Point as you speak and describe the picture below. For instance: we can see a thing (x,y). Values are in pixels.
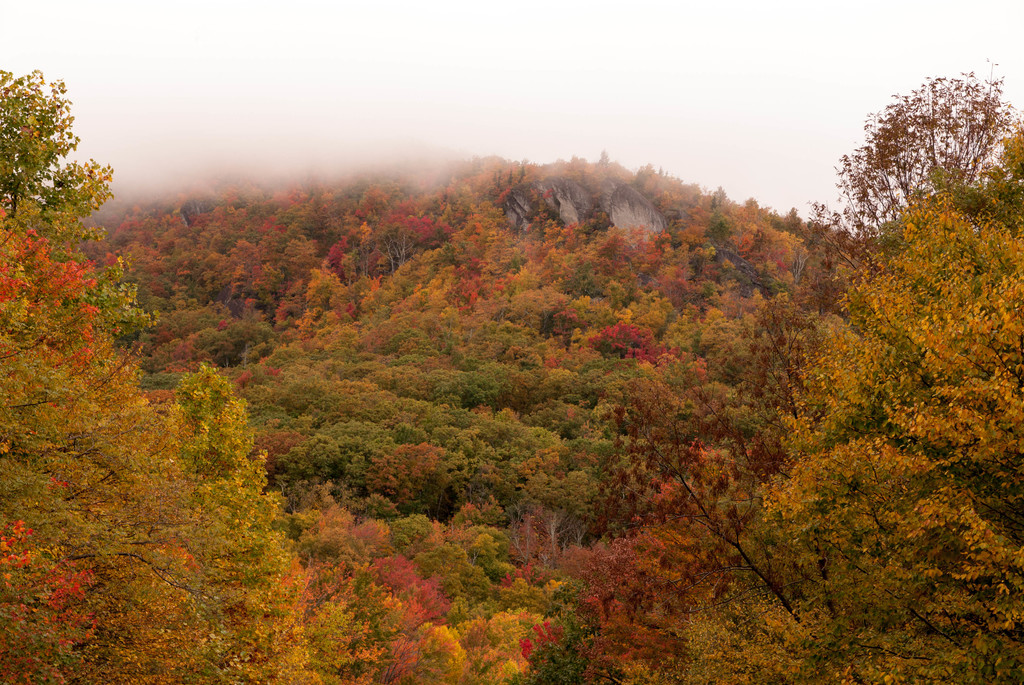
This image is taken outdoors. At the top of the image (384,134) there is the sky (721,151). In the middle of the image (501,249) there are many trees (772,632) with leaves (523,546), stems (706,519), and branches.
